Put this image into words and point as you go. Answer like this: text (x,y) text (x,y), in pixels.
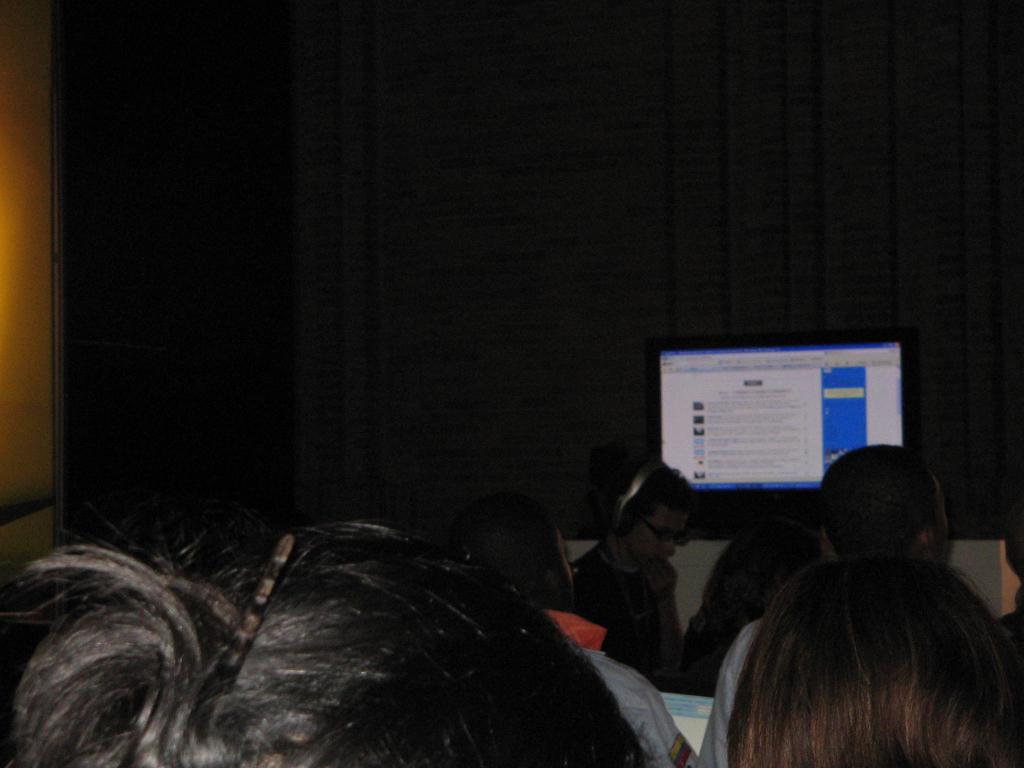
In this picture we can see there are some people (445,616) sitting and a person (595,599) is holding an object (679,710). In front of the people (640,576) there is a monitor (707,436) and the monitor screen (726,405) is on. Behind the monitor (732,393) there is a wall (76,124).
